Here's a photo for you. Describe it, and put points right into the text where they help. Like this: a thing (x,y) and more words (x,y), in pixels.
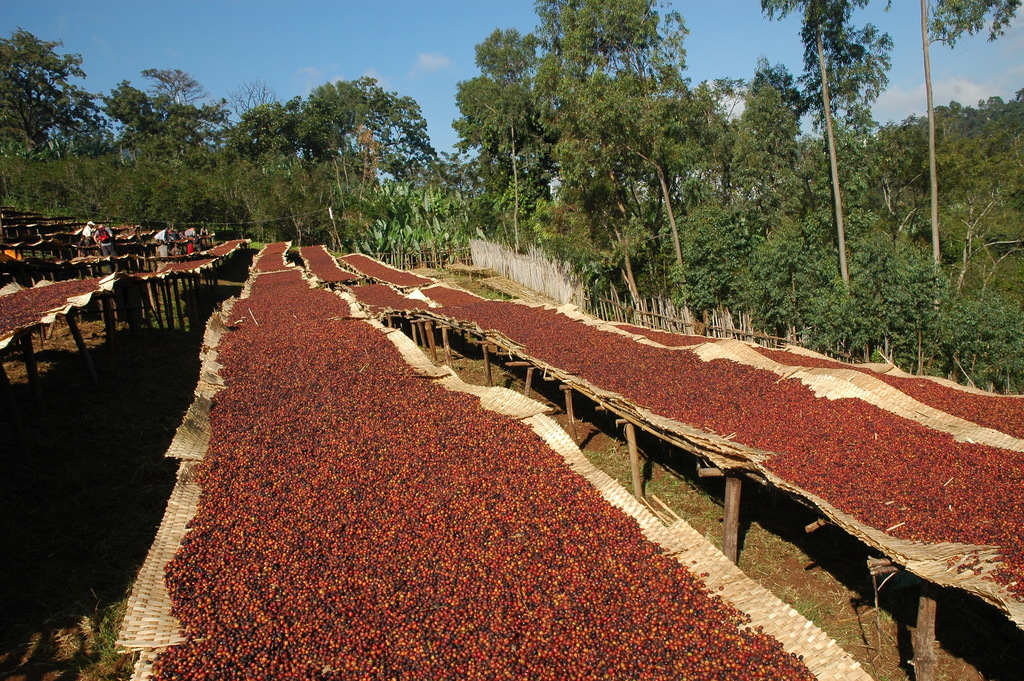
This image consists of many trees (501,217). At the top (284,54), there is sky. At the bottom (393,597), it looks like grains (316,479) or seeds (324,506). At the bottom (88,509), there is ground (89,545). And we can see the green grass (113,472) on the ground (122,518). There are few people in this image.
